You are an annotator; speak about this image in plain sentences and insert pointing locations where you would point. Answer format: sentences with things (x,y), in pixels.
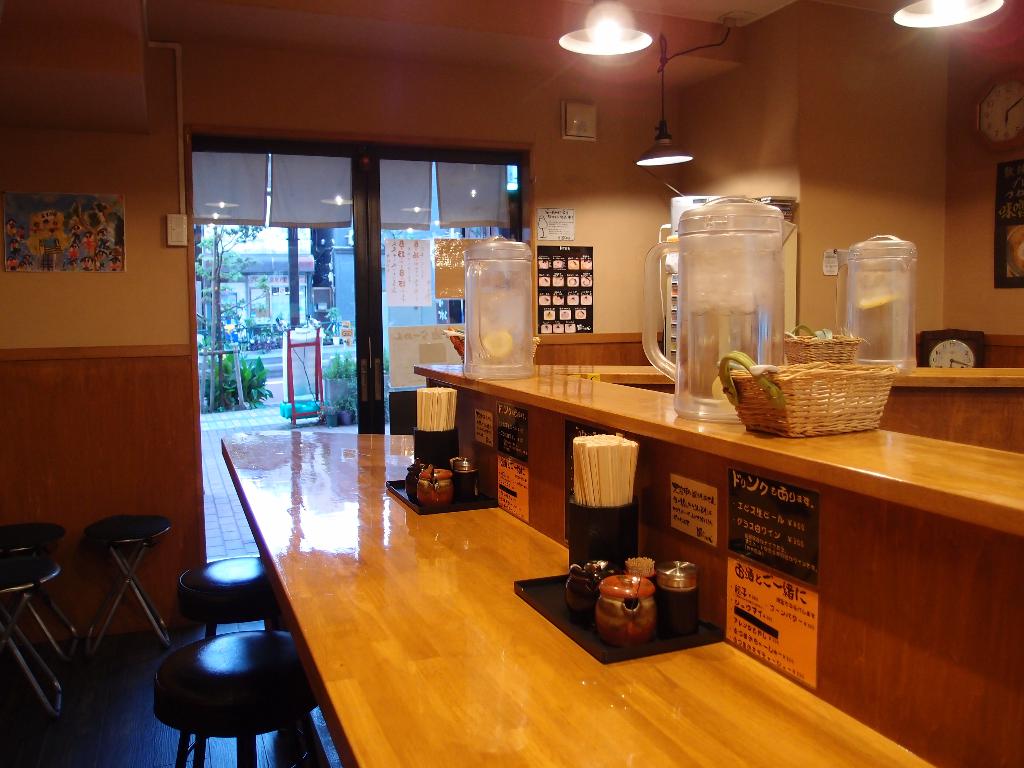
In this picture, we can see a table (368,526) and some objects (759,349) like jars (896,366), baskets (876,408), posters (776,515) and we can see chairs (232,610), wall (704,135) with glass door (314,341), and some objects (424,175) attached to it and we can see road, pole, plants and some stores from the glass door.
